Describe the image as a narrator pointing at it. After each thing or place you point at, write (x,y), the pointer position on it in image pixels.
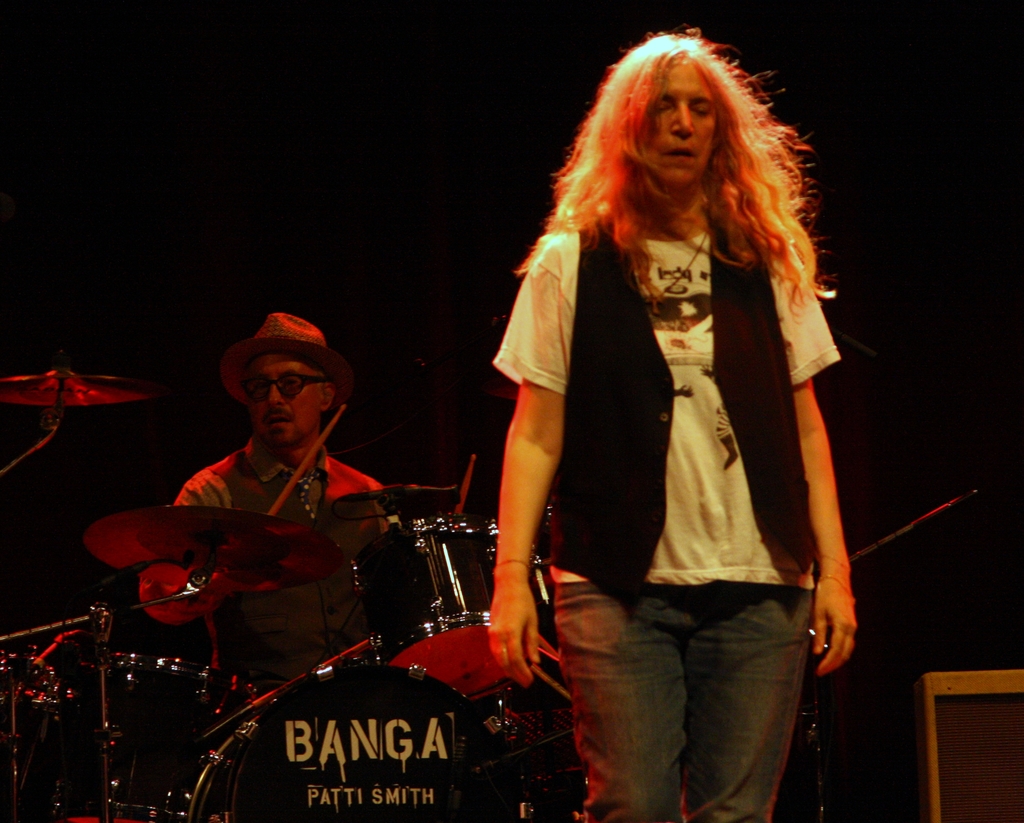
In this image there are people (740,592), musical instruments (456,736) and object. One person (300,346) is holding sticks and in-front of him there are musical instruments (440,742). In the background of the image (8,422) it is dark.
